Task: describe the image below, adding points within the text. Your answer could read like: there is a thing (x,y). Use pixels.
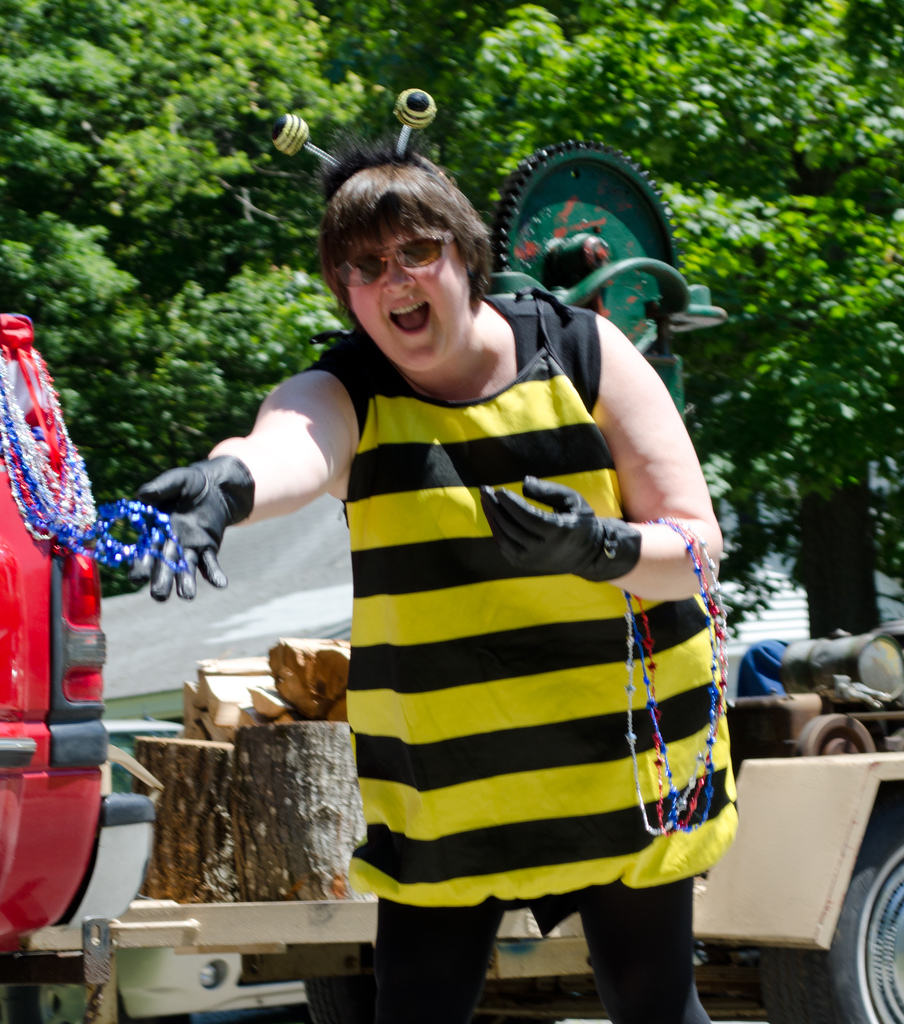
In this image we can see a woman (515,596) wearing the spectacles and standing, there are some vehicles (34,776), trees (837,199), wood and a machine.
